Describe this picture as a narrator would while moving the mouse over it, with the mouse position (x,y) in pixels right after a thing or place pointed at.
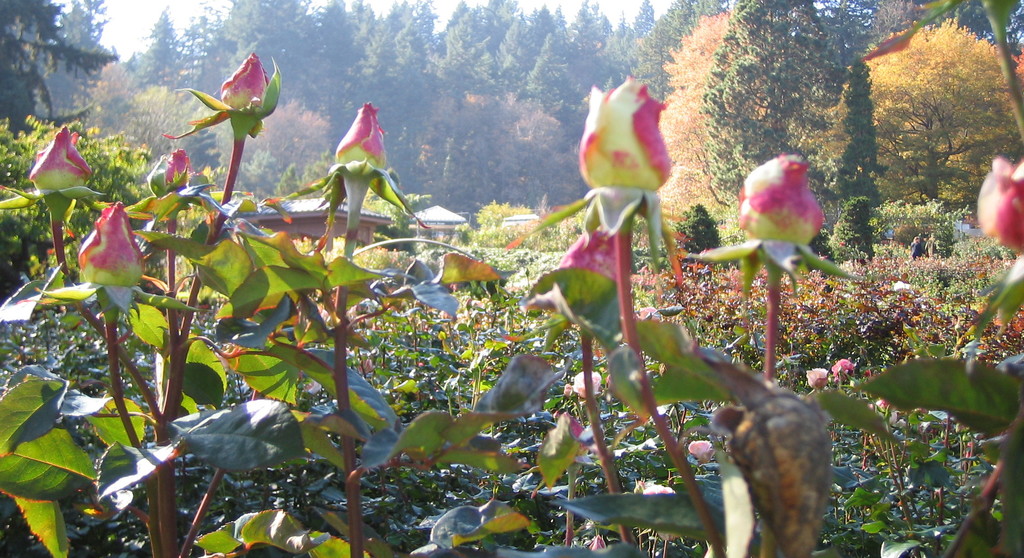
In this image we can see that there are rose flower buds (754,191) in the middle (601,189). In the background (485,320) there are rose flower plants (436,349). At the top (712,32) there are trees (604,62). In between the farm (462,324) there are houses (435,221).
